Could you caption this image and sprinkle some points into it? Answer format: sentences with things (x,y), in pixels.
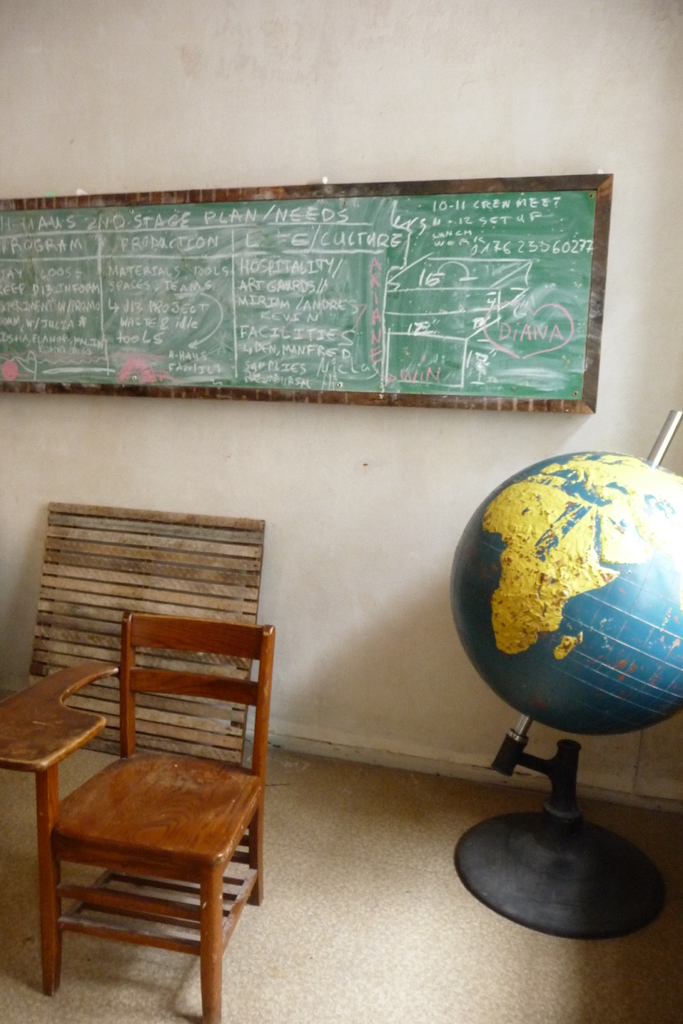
In the center of the image (304,353) there is a board (354,330) to the wall (363,108). On the left side of the image (140,780) we can see table (60,743) and chair (153,819).
